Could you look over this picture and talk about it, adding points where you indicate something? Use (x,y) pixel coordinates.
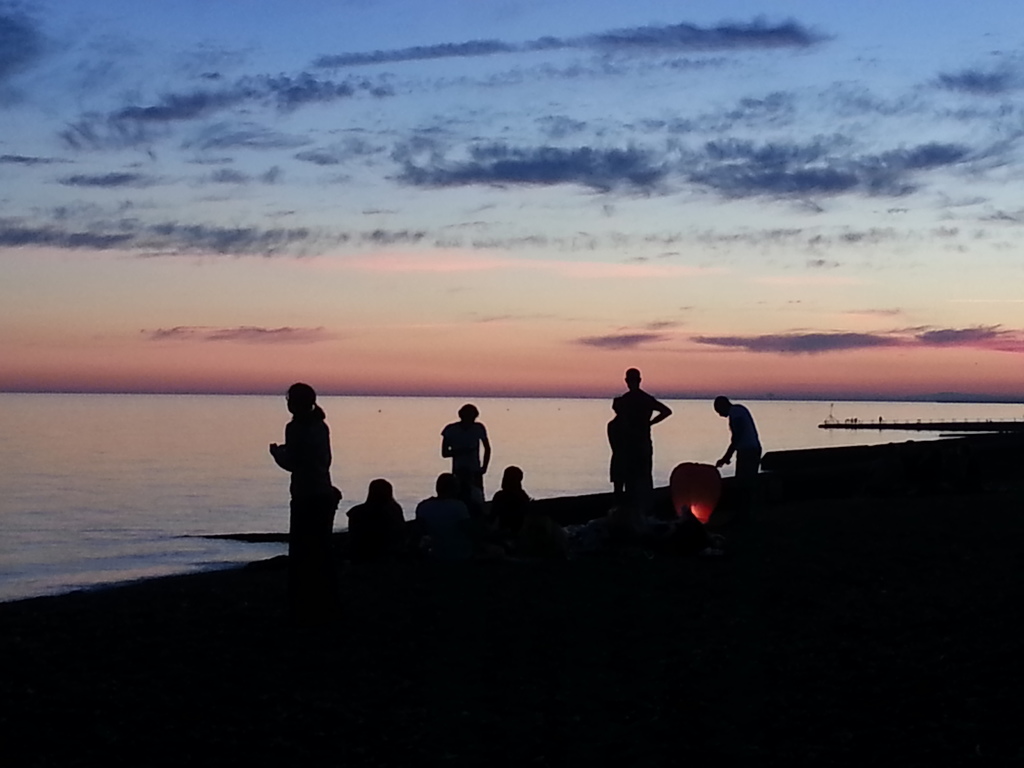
In the foreground of this image (489,516), there are few people (517,505) and a lantern (698,497). At the bottom (593,691), there is dark. In the background (253,442), there is water (154,431) and the sky (590,261).
